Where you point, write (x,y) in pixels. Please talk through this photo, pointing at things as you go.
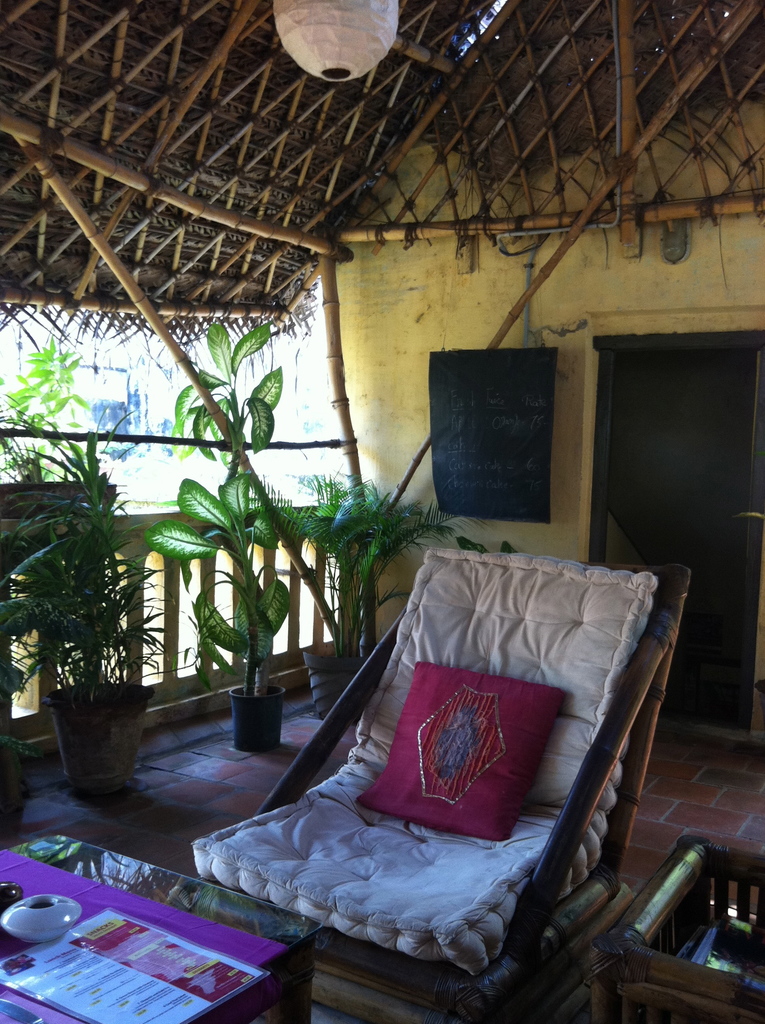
In the image we can see there is a chair (490,749) on which there is a cushion (478,746) and other side there are plants (398,546) in a pot (350,671) and on the wall (567,483) there is a black board (502,424).
